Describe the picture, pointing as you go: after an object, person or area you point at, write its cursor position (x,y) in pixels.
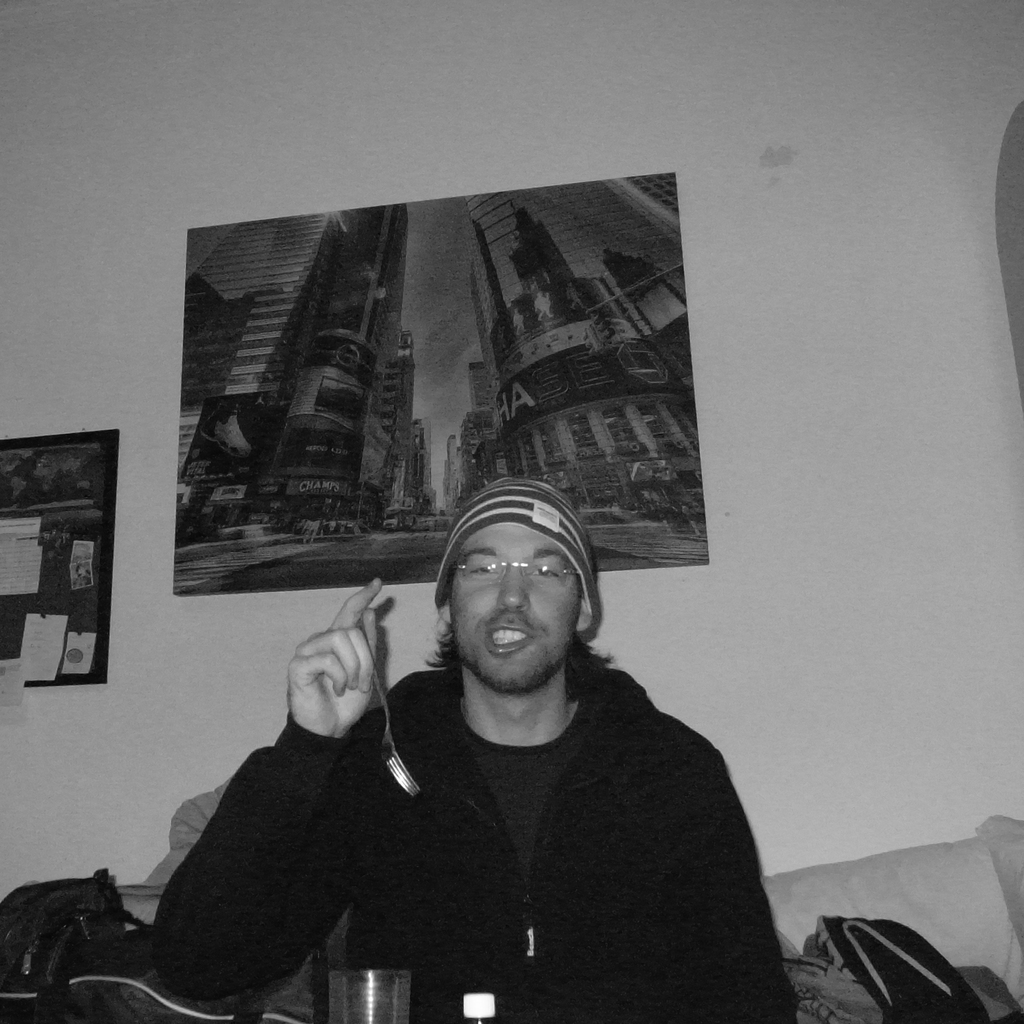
This is a black and white picture. In front of the picture, we see a man (471,840) in the black jacket (650,851) is sitting. He is wearing the spectacles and a cap (591,586). He is holding the fork (366,617) and he is trying to talk something. In front of him, we see a glass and a bottle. On the left side (12,1000), we see the bags (106,948). On the right side (870,855), we see the sofa (929,896) and the clothes (910,961) on the sofa (963,888). Behind him, we see a white wall (778,430) on which photo frame (283,403) is placed and we see a board (95,562) on which posters (12,572) are pasted.
